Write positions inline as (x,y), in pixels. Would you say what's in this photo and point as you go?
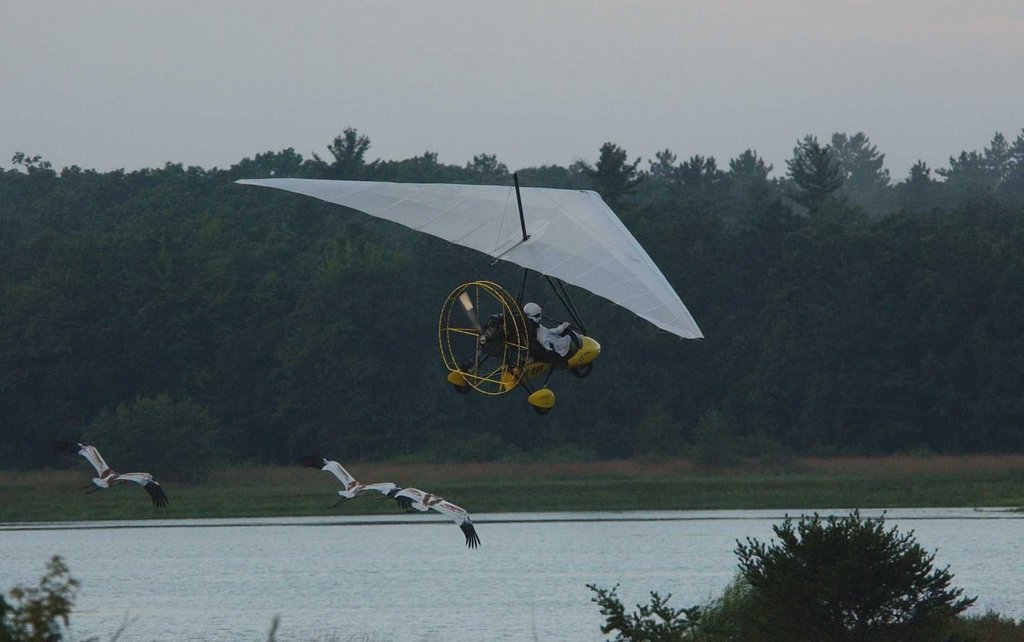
In this image we can see an object (493,354) in the air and a person (543,326) sitting in it. We can also see flying birds (343,475), trees (437,414) and water (412,539).
